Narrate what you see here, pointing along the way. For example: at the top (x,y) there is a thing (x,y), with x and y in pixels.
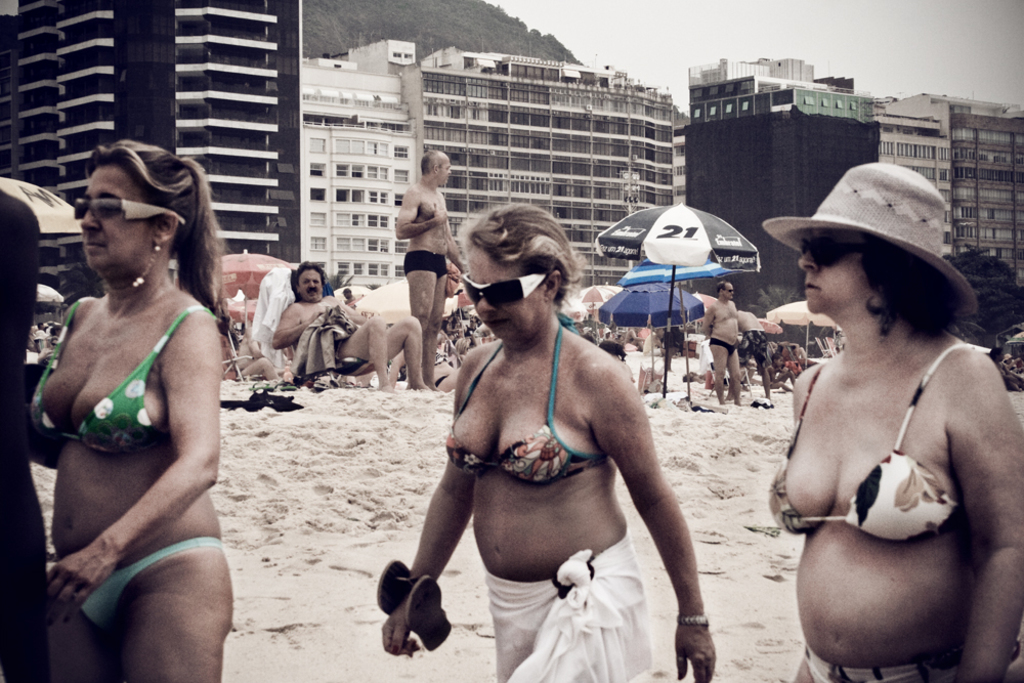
Front we can see three people (1002,523). Background (996,160) there are umbrellas (233,274), people (458,250) and buildings (540,139).
